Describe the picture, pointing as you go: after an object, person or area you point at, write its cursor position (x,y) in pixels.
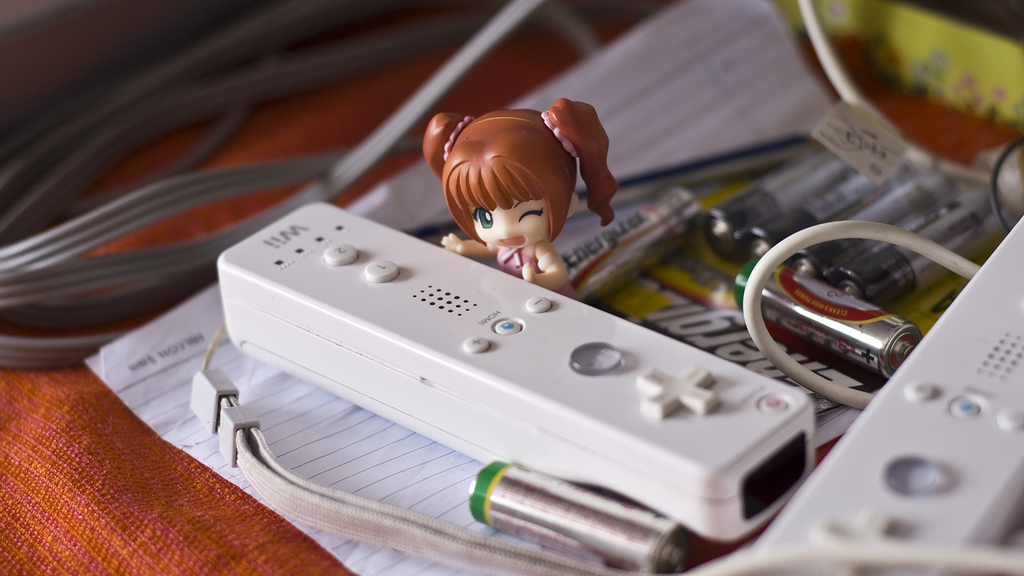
In this picture I can observe a remote (489,368) in the middle of the picture (432,307). Beside the remote (696,456) I can observe small doll (481,188). On the right side (840,213) I can observe batteries (731,232). The background (675,41) is blurred.
